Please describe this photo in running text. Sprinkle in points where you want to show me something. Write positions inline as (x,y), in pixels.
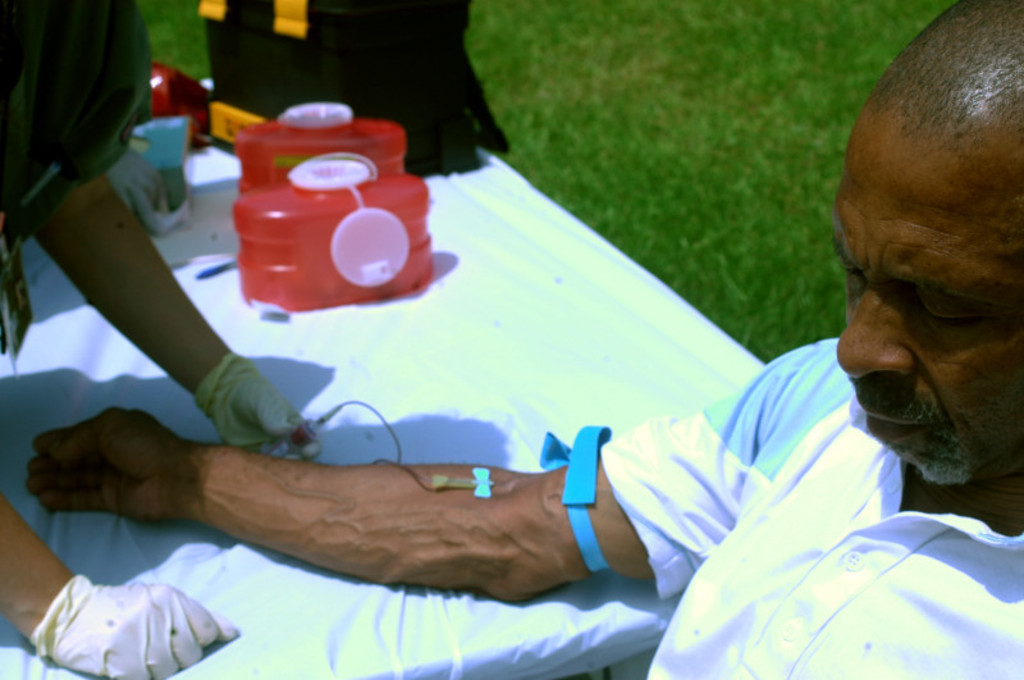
In this picture there is a man (746,525) towards the right (864,521) and he is placing his hand (484,537) on the table (435,415) which is at the bottom left (321,459). On his hand (369,478) there is a tube (483,479). Another person (139,306) is taking blood (297,428) from his hand (361,487). On the table (519,612) there are some objects (393,274). On the top right (711,185) there is grass (589,179).
